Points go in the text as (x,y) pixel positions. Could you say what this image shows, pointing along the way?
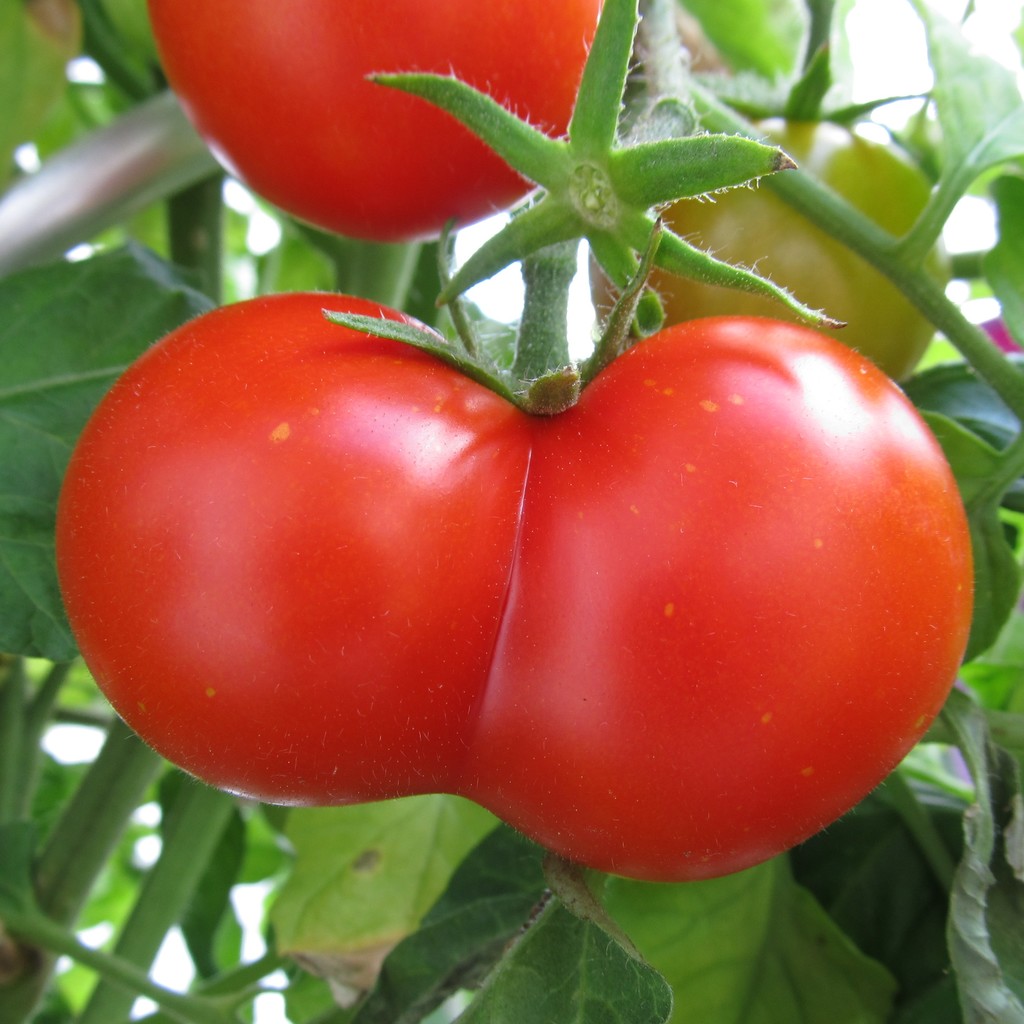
In this image we can see tomatoes (686,636) to the plant (910,260).
